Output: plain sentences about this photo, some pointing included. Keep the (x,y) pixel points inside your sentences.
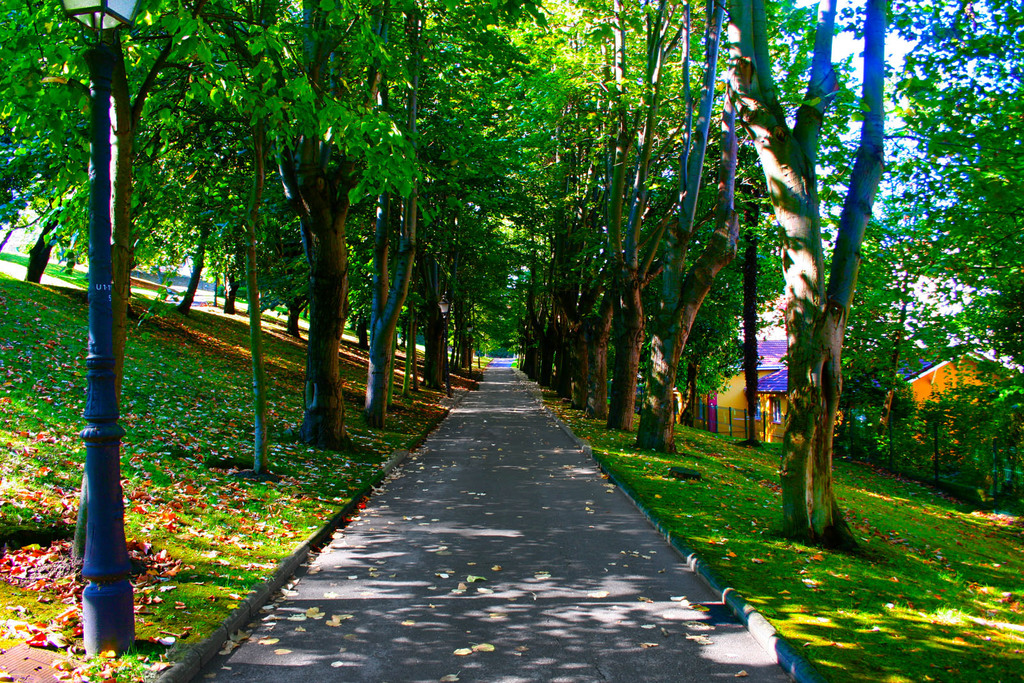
In this picture we can see leaves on the road (532,474), grass (681,429), trees (346,191), pole (86,553) with a light (105,20), fence (713,424), houses (710,406) and in the background (850,42) we can see the sky (857,69).
